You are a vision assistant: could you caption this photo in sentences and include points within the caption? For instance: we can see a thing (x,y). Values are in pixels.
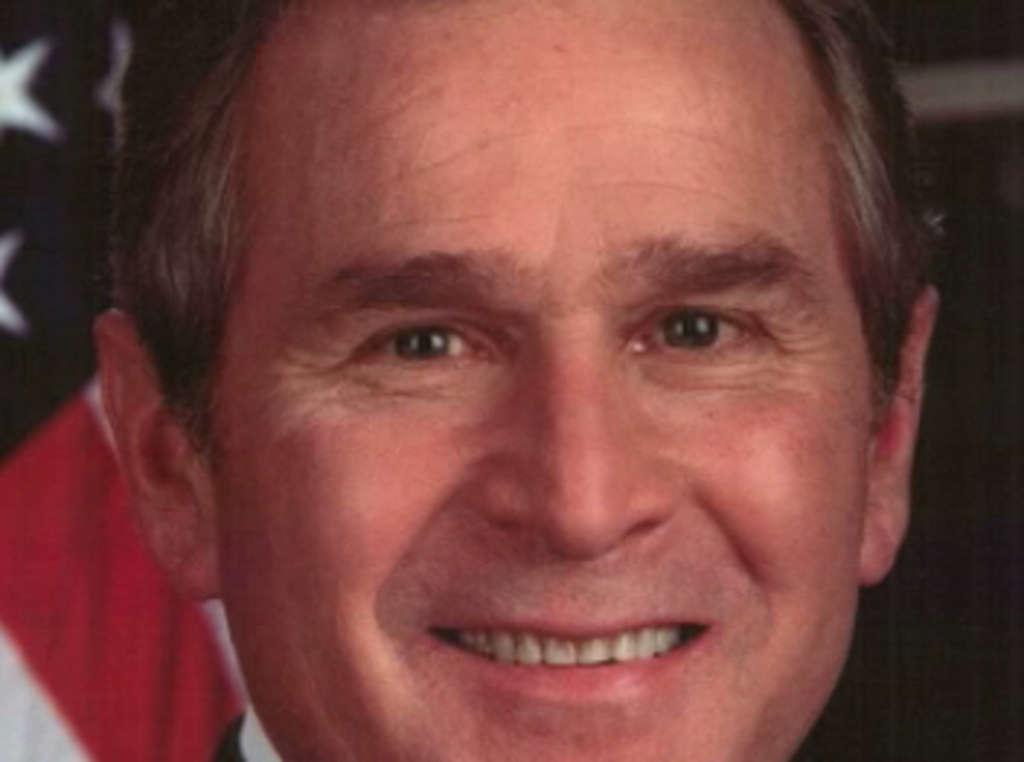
This picture shows a man (228,478) with a smile (527,649) on his face (591,661) and we see a flag (21,475) on the back (46,214).
